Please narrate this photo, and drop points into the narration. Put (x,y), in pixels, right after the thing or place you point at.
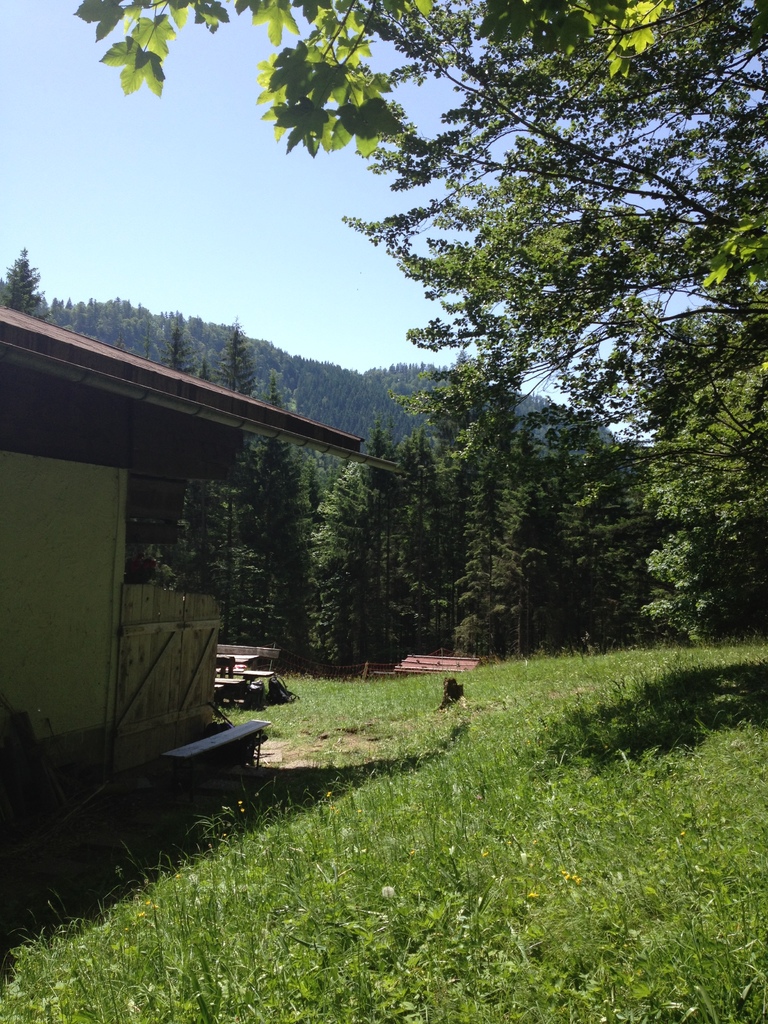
In this image we can see a house (0,426) with roof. We can also see some grass (484,848), bench (194,746) and some trees (480,601). On the backside (370,309) we can see the sky (296,298) which looks clear.
